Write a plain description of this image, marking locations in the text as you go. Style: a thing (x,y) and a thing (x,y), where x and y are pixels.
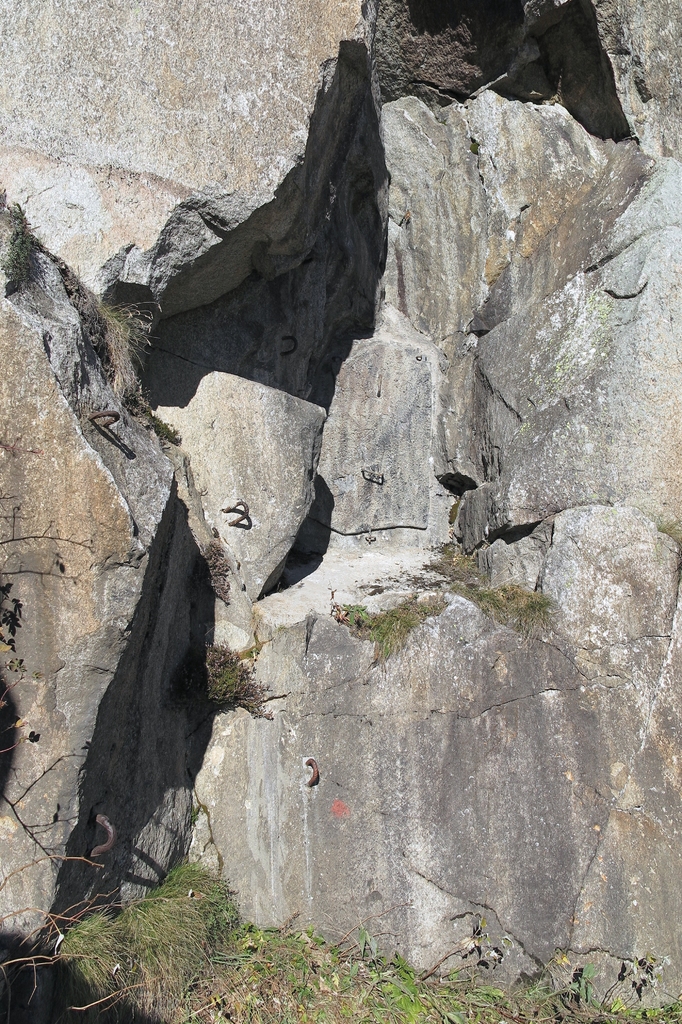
In the picture there is a rock hill (261,230), there is some grass (261,972) in front of that hill (247,885).
